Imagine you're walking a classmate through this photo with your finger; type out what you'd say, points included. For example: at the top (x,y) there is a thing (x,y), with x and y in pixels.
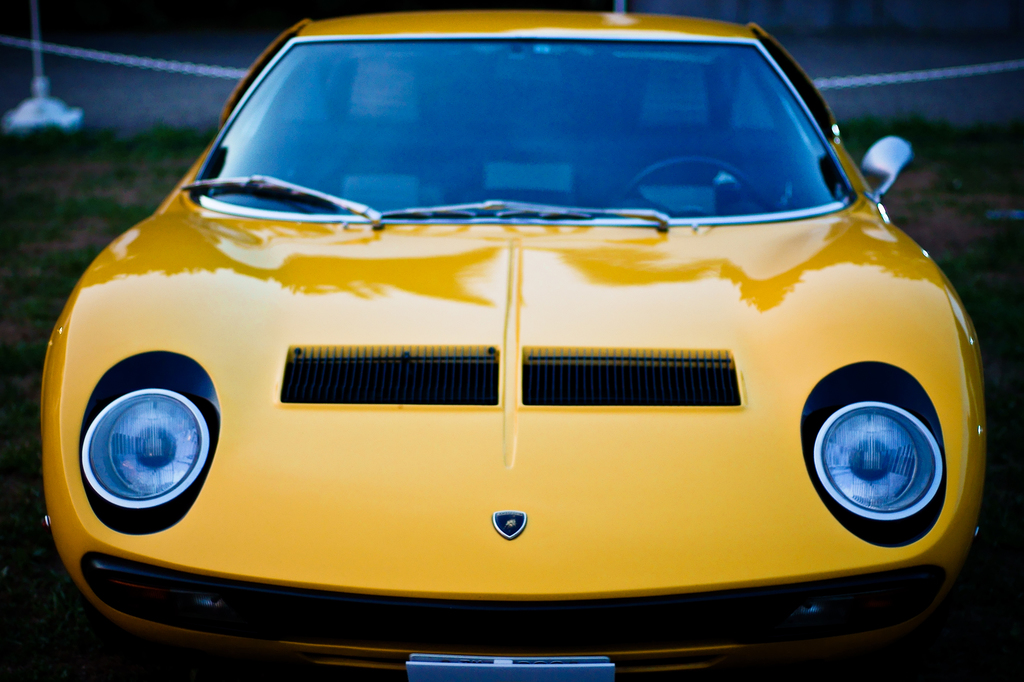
In this picture we can see a yellow color car (479,306).
